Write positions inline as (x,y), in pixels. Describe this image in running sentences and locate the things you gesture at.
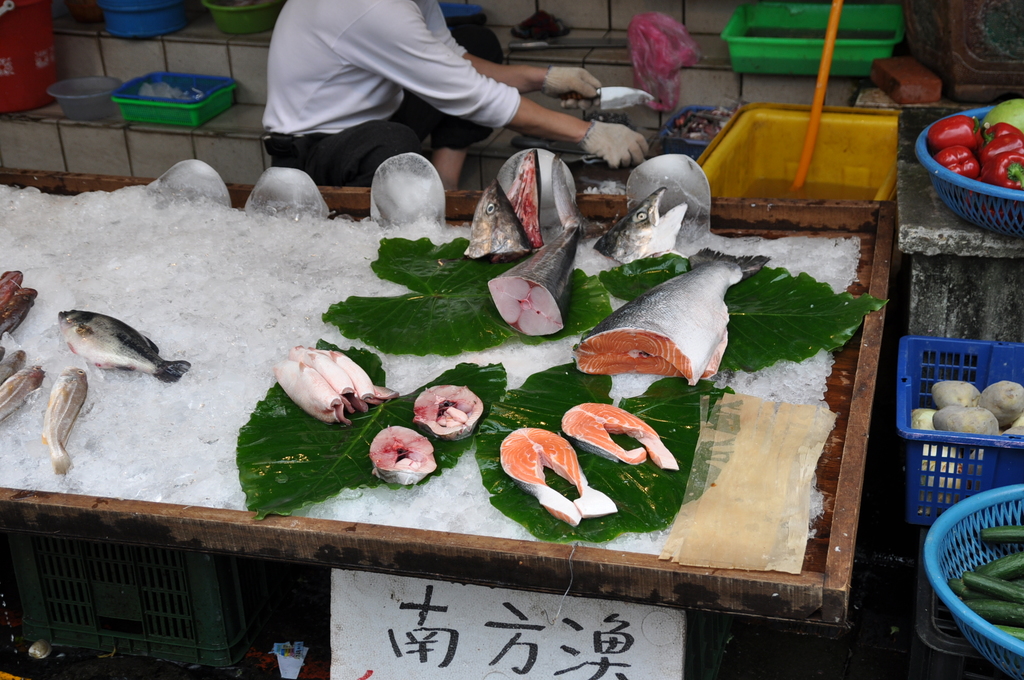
In this image we can see a person (574,89) holding a knife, there are trays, there are vegetables (1004,391) in the baskets (1023,651), there are fishes (481,243), and slices of fish (548,272) on the leaves (488,339), and ice cubes (358,268), which are on the wooden table (885,307), there is a board (515,600) with text (537,641) on it.
